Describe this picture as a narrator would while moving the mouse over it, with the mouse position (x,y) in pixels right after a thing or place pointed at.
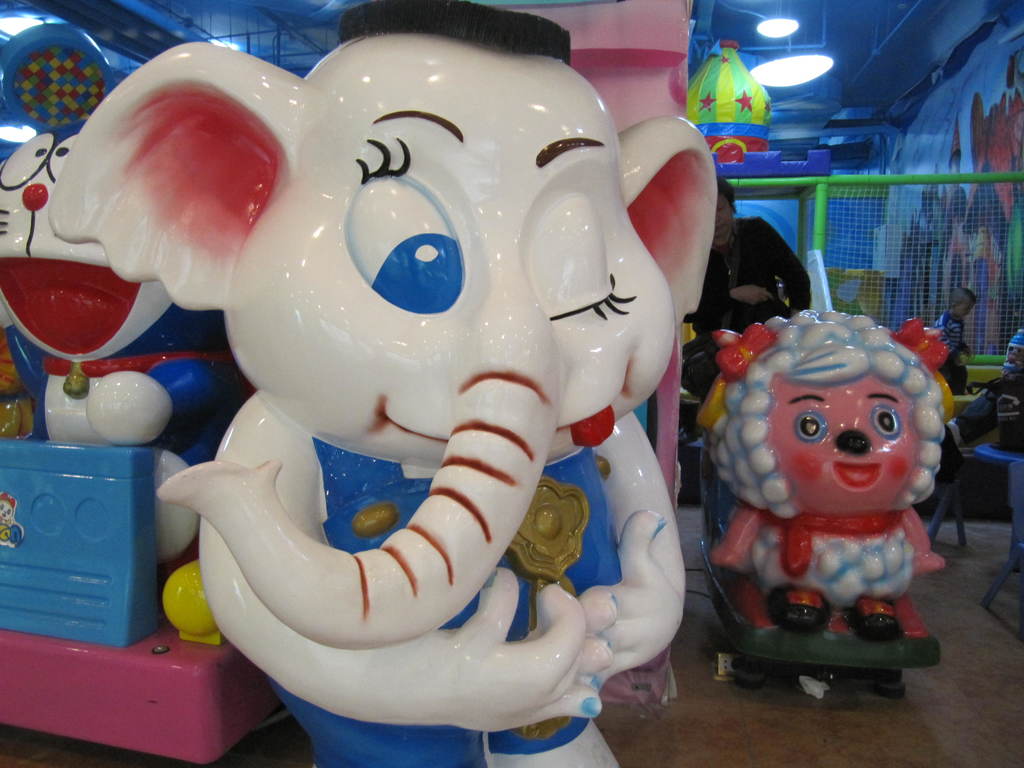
In this image I can see the toys (748,526). In the background (761,289), I can see a person (807,295). I can see a net (885,269). At the top (801,55) I can see the lights (786,62).
